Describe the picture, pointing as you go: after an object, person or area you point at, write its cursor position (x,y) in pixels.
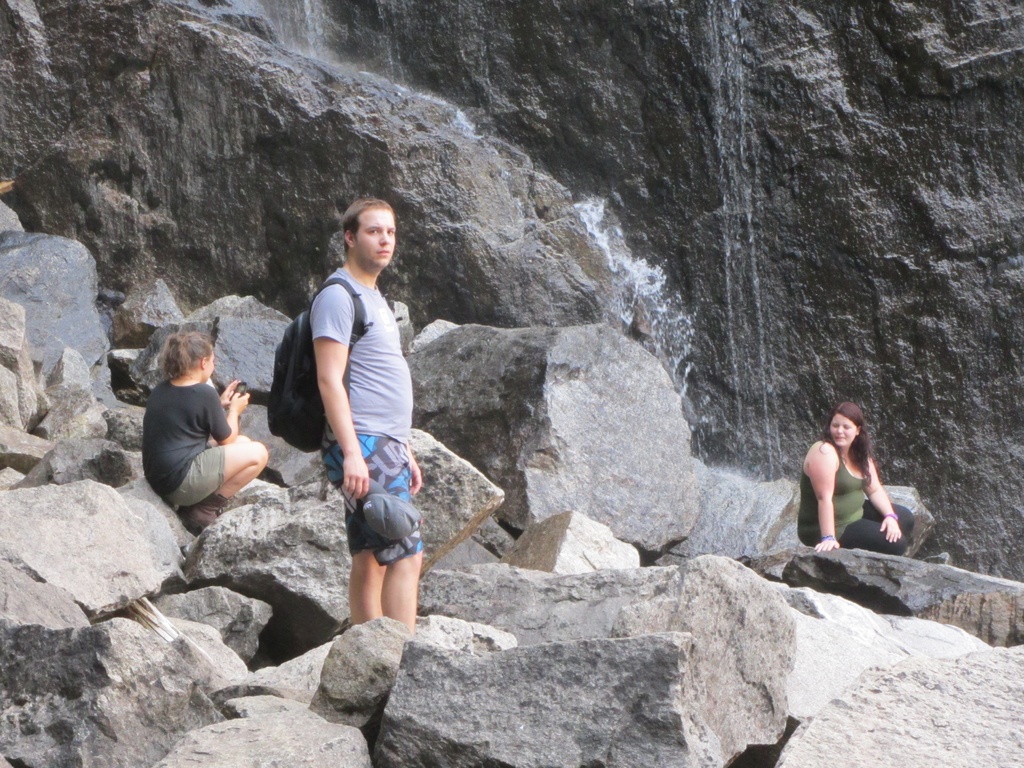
In this image there are three person's (386,245), a person (358,607) standing on the rock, two persons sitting on the rocks (1002,646), and in the background (705,104) there is water (633,260) on the rocks (458,212).
